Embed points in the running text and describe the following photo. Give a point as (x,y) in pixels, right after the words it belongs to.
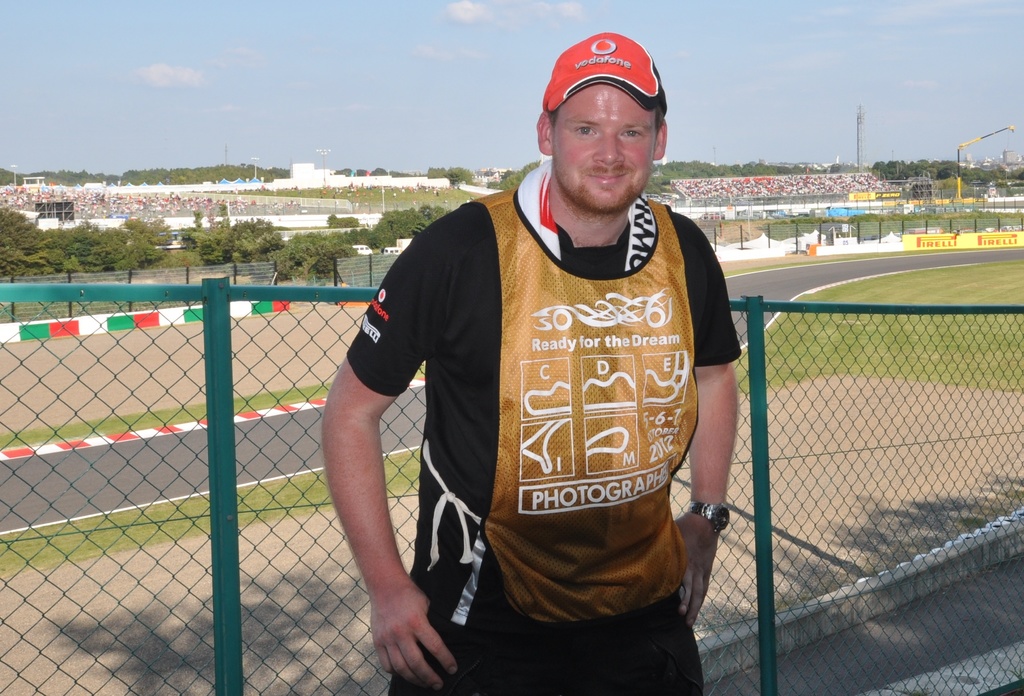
Here we can see a man (643,474) standing at the fence (857,317). In the background (909,260) we can see road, grass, poles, buildings (299,186), hoardings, audience (183,204) sitting on the chairs (217,208), trees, cranes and clouds (455,14) in the sky (444,24).
